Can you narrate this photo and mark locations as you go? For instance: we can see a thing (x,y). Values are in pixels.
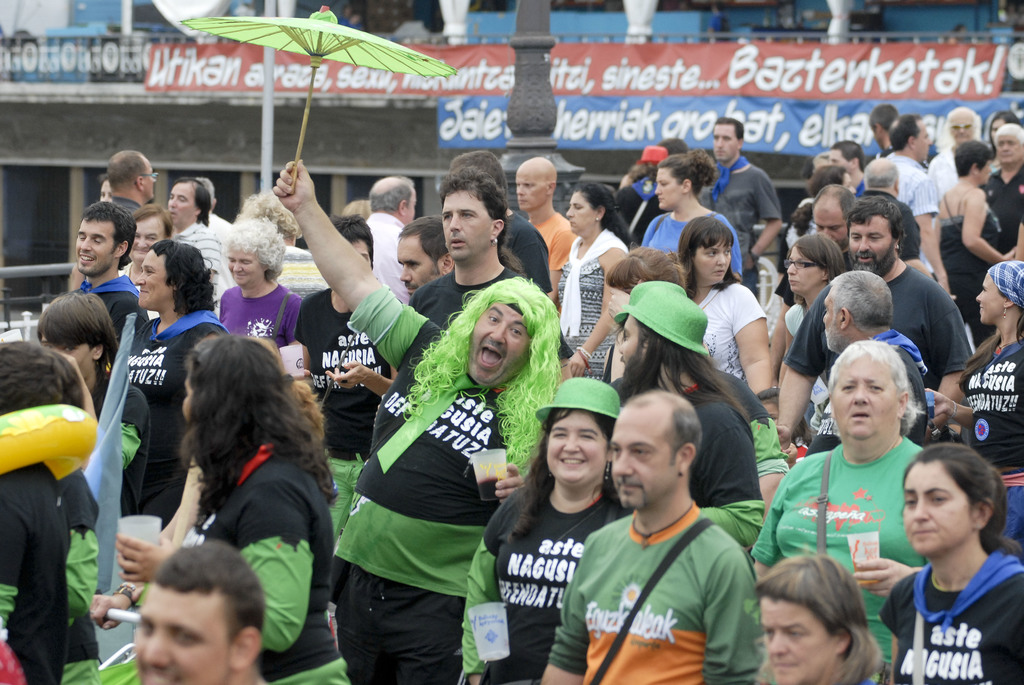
This is an outside view. Here I can see a crowd of people (760,331) wearing t-shirts (614,517) and standing facing towards the left side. In the middle of the image (447,407) there is a man (416,539) holding an umbrella (295,33) and a glass (504,468) in the hands (291,189) and shouting. In the background (515,59) there is a building (110,96) and I can see few posters (480,96) attached to the wall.
